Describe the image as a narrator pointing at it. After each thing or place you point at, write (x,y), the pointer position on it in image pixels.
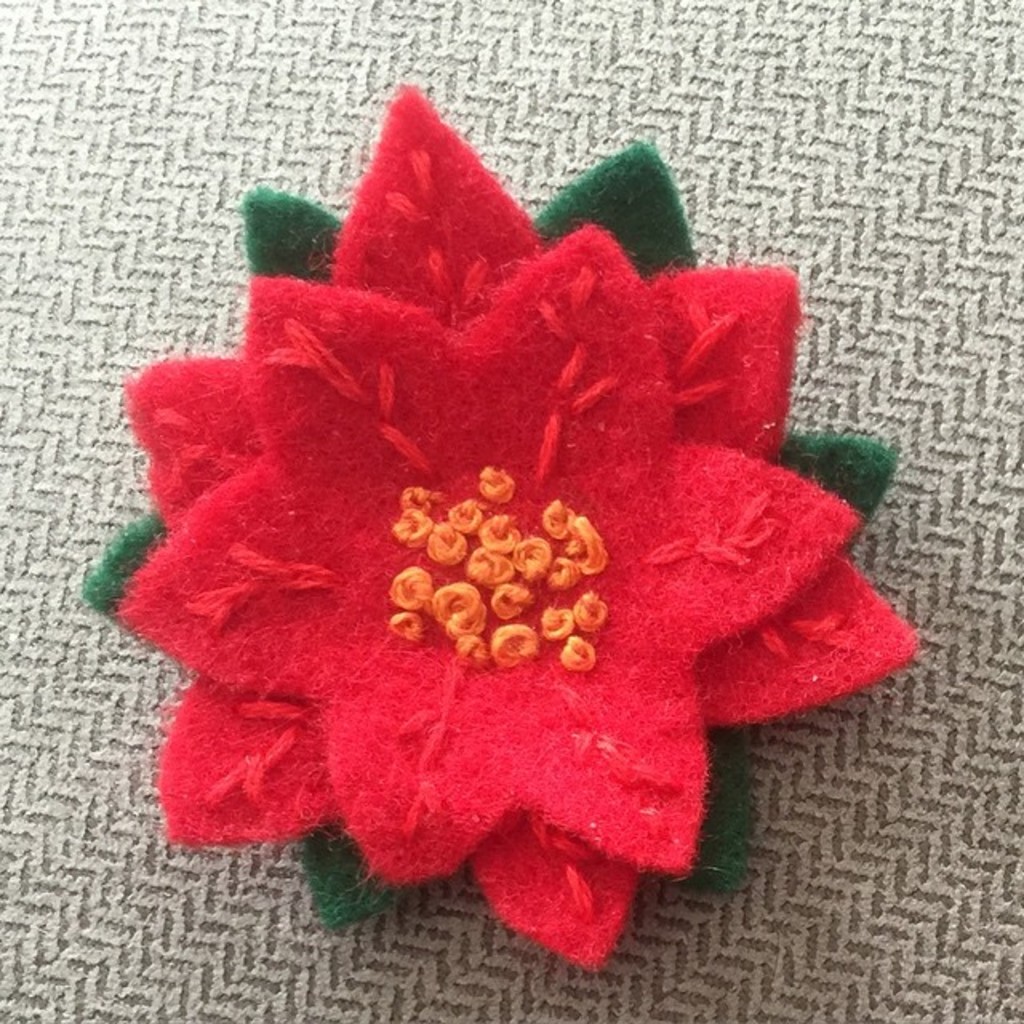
In this image we can see a flower (469,430) made by woolen (466,410) placed on the carpet (317,99) on the floor (919,351).
